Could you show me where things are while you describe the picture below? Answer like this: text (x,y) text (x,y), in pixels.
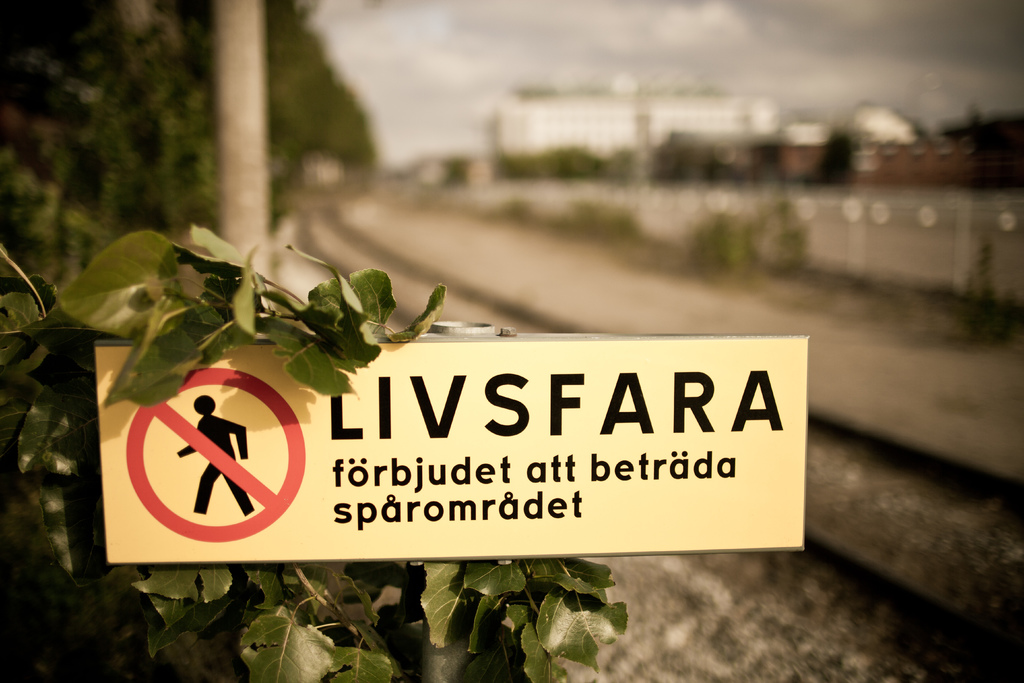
In this image, we can see a board (603,362) and some leaves (318,643). In the background (700,267), image is blurred. There is a pole (221,84) in the top left of the image (256,104). There is a track (401,277) in the middle of the image (510,310). There is sky (562,61) at the top of the image (469,51).
